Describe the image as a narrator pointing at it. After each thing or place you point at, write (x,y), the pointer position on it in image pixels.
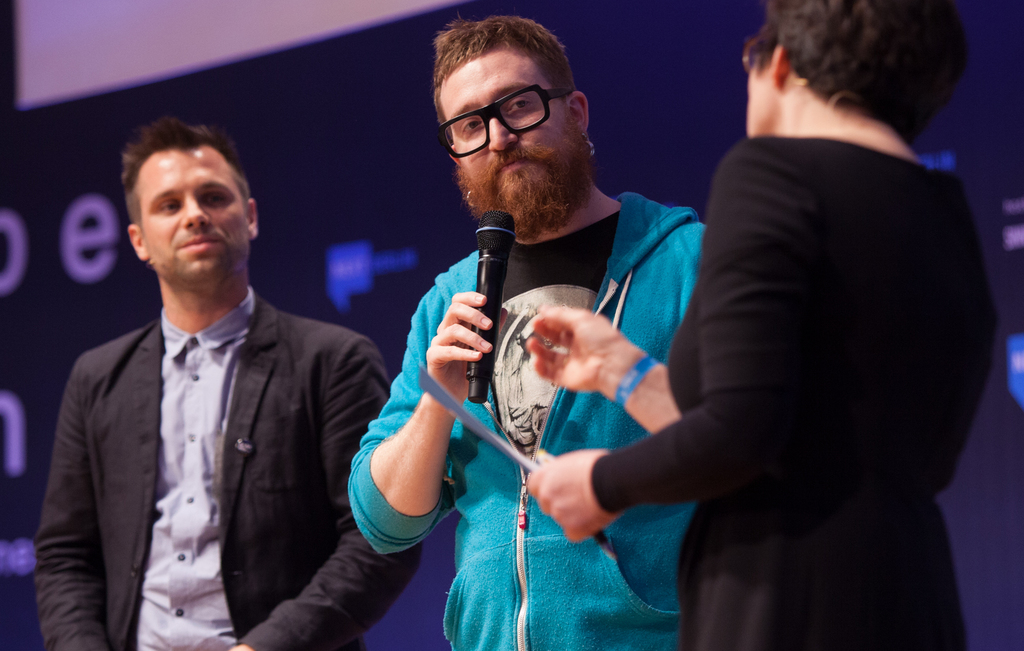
In this image there are three person (685,220). The middle one (516,353) is holding a mic (491,290) and the backside here is a screen (319,96).
